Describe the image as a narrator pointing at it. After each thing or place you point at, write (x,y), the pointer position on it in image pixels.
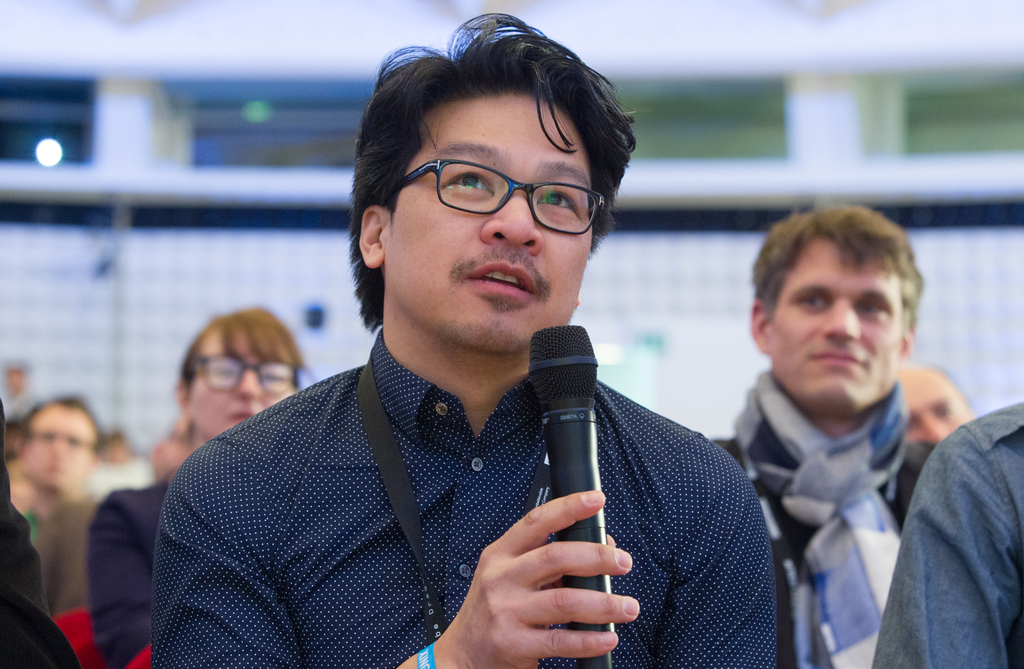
In a picture there are people (874,497) sitting and in the middle (419,313) one person (402,517) is wearing a blue shirt (410,568) and id card (413,556) and holding a microphone (562,470) and behind him there are people (928,420) and at the right corner (865,453) a person (818,497) is wearing a scarf (843,500) around his neck (826,428).
